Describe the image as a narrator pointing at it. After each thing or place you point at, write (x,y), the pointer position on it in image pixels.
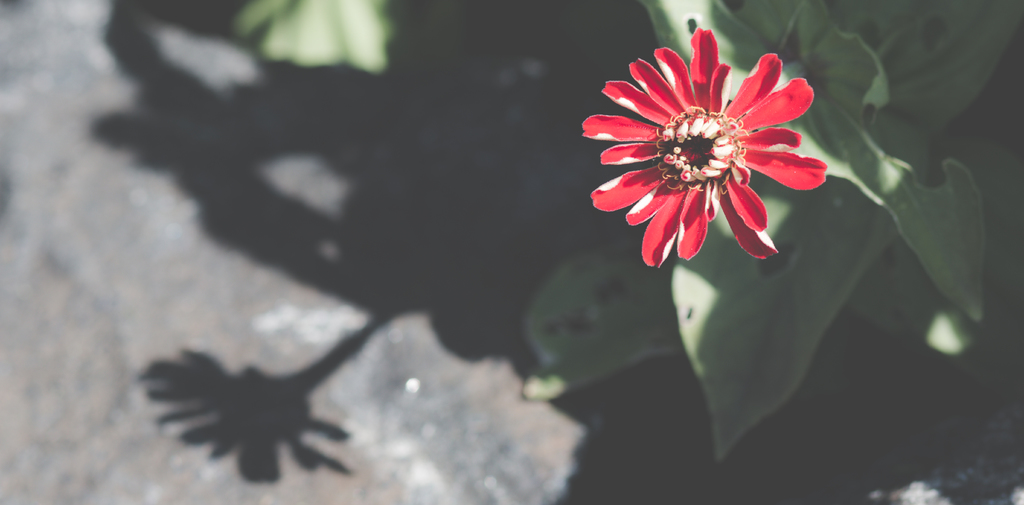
In this picture I can see there is a red color flower (702,133) with few petals (645,110). There are few leaves (828,275), there is a shadow (275,229) of the plant (659,247) on the floor (193,314).
